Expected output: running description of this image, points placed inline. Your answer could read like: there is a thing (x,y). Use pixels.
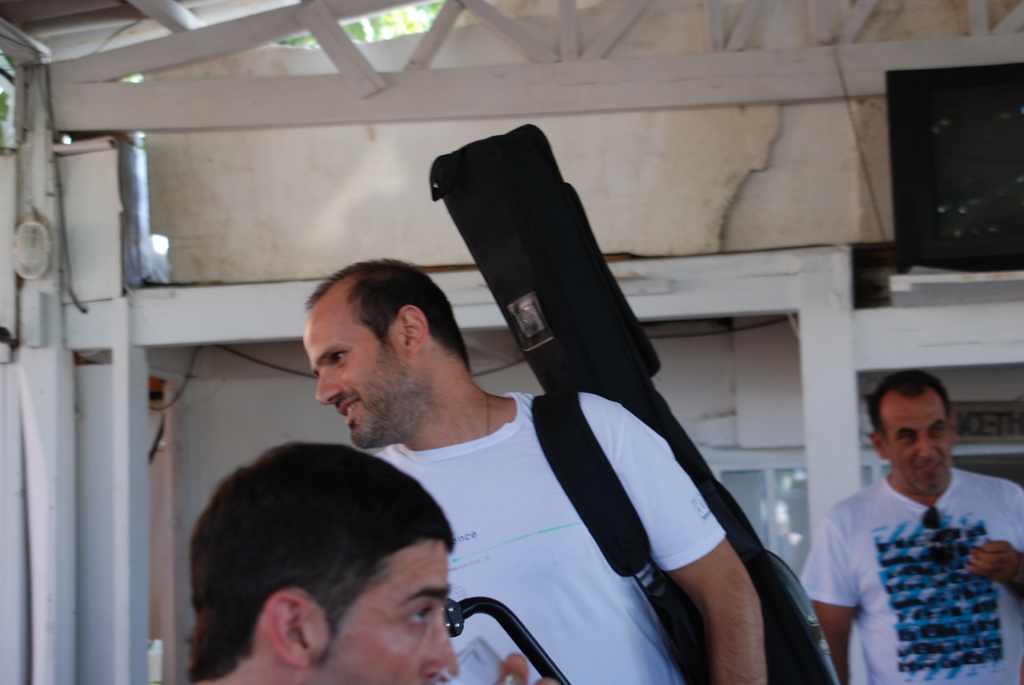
In front of the image there is a person (349,582) drinking something from a glass (483,668), behind the person (359,591) there is another person (548,496) standing by holding some object (535,300) on his shoulder (531,413), behind him there is another person (863,525), behind them there is a wall (318,195), on the wall (885,198) there is a television (928,208) and there are shelves (925,364) with some objects (961,415) on it and there is a glass window (746,488) and pipes (37,382), at the top of the image (272,79) there are wooden sticks (360,58), through the sticks (348,66) we can see trees (417,26).
